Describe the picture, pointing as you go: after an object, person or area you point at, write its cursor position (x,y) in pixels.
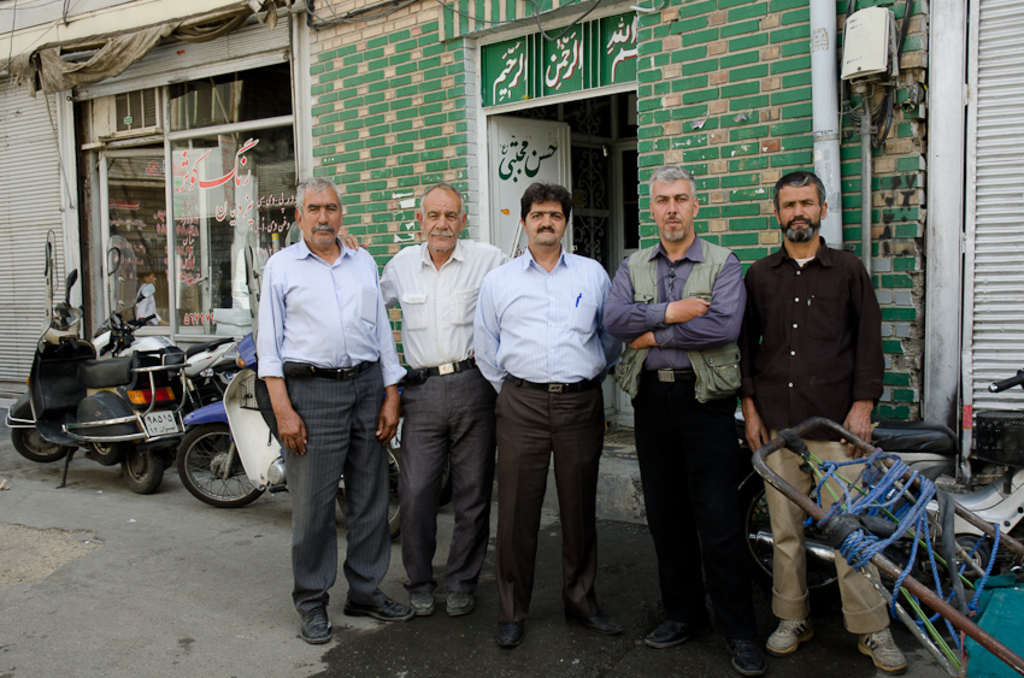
At the bottom of the image (109,508) there is a road (439,637). In the middle of the road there are five men (549,299) standing. Behind them there is a green color brick wall (717,56) with a room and a door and also there is a pipe (812,24) and white box (849,24) on it. Beside the wall (701,61) to the left side (135,127) there is a store (180,165) with glass door (131,226). In front of the stores (23,355) there are few vehicles (265,418) on the road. At the right corner of the image (1002,111) there is a white shutter (998,270). In front of the shutter (1003,116) there is a vehicle (1005,517) and at the right bottom corner of the image (955,580) there is a machine (939,601).
